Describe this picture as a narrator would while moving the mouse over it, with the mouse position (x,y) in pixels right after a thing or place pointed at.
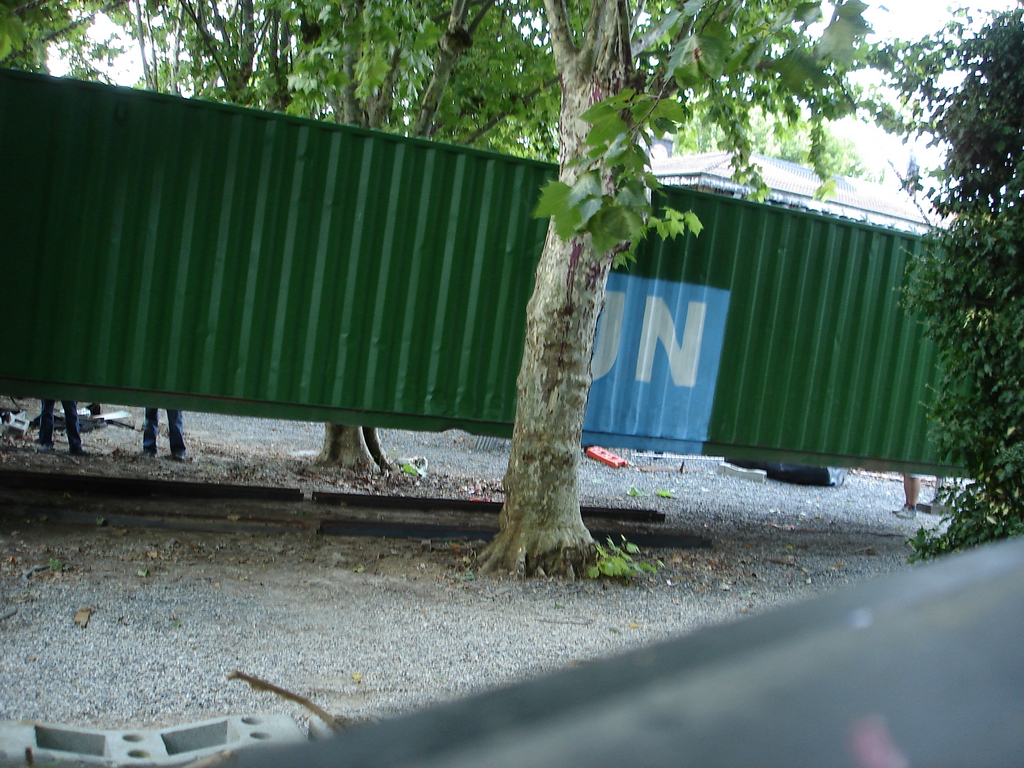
In this picture, we can see the ground (63,675) and some objects (605,463) on the ground (277,461), we can see trees (561,360), plants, metallic object (899,329) and a few people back side of the metallic object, we can see building (725,192) and the sky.
